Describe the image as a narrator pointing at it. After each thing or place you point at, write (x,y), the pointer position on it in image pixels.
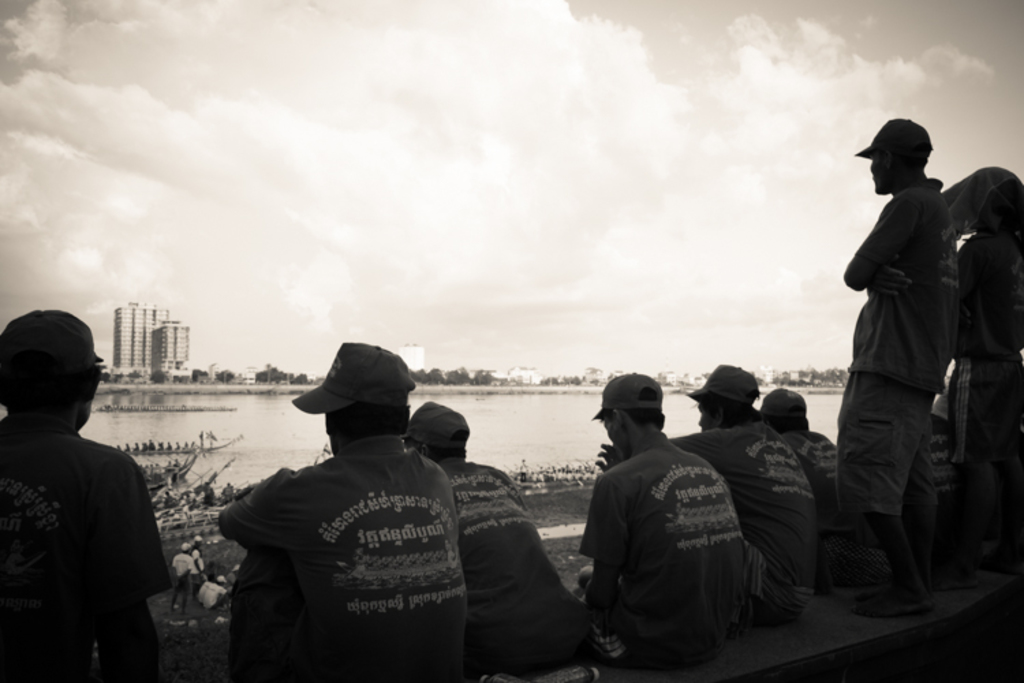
In this image I can see a group of people (694,544) are sitting on a fence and few (870,428) are standing on grass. In the background (199,501) I can see a crowd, fleets of boats (205,516) in the water (286,457), trees (547,380), light poles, buildings (588,379) and the sky (540,241). This image is taken may be near the lake (261,443).
